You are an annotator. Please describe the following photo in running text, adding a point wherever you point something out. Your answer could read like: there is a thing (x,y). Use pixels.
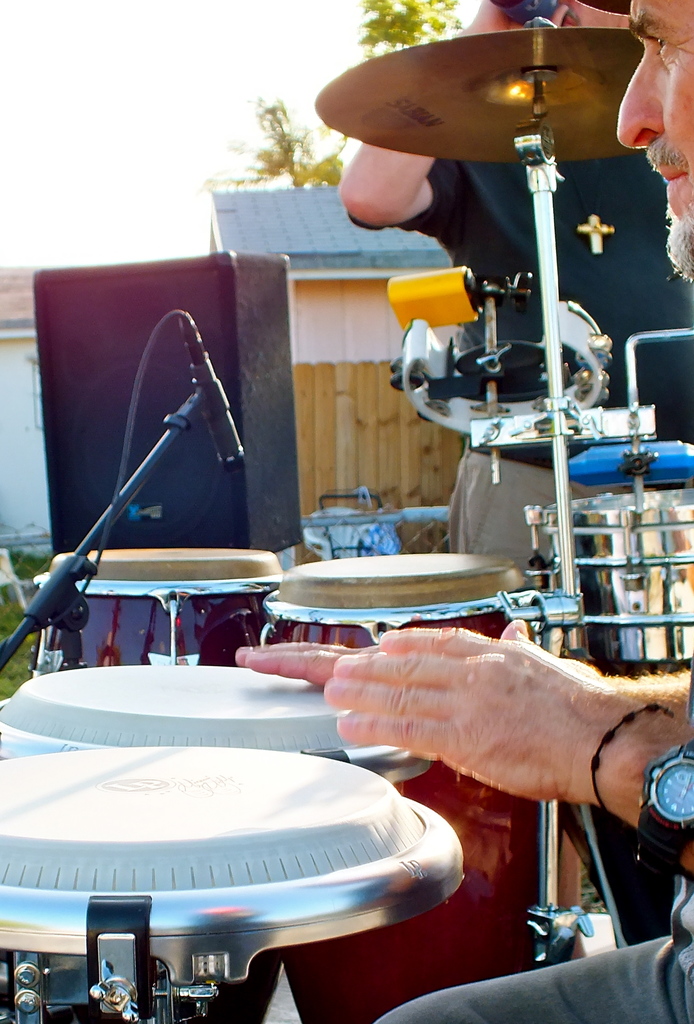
In this image I can see two persons (421,638). In front (615,743) the person (555,702) is playing some musical instrument (312,708) and I can also see the microphone (230,464). In the background (325,192) I can see the house (334,275) is in white and gray color, few trees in green color and the sky (108,131) is in white color.
